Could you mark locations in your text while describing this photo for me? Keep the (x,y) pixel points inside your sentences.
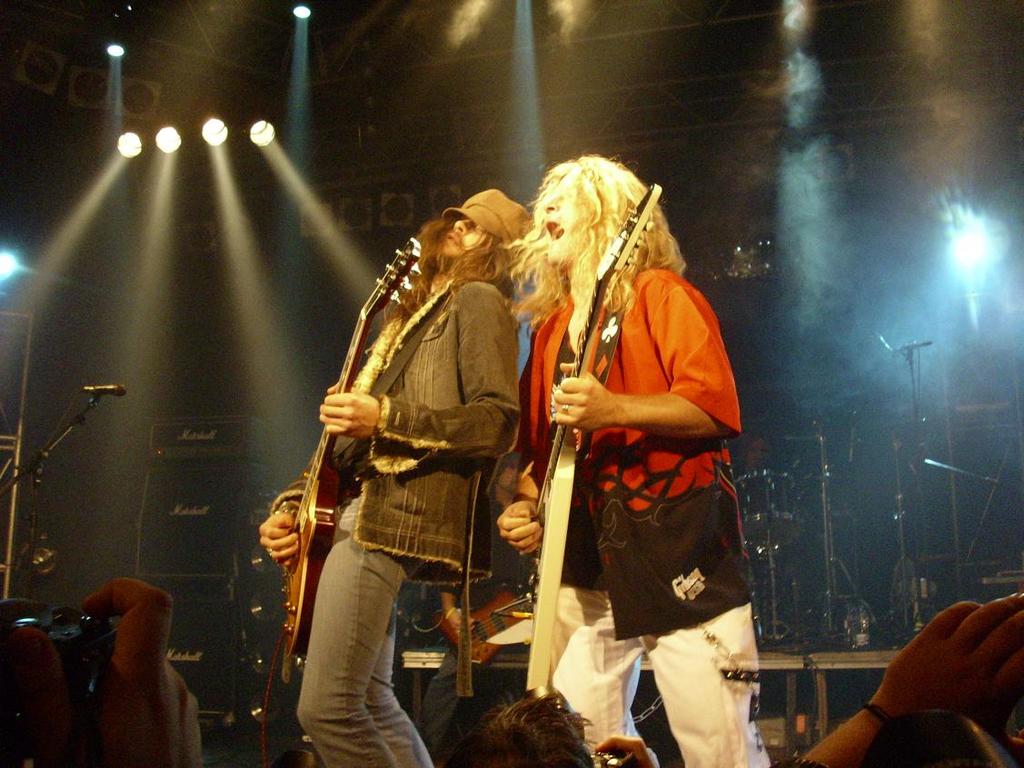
On the background (208,133) we can see lights (165,139), drums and mike's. Here we can see two persons (473,490) playing guitar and singing. We can see a person's hand (117,684) holding a camera (53,635).
